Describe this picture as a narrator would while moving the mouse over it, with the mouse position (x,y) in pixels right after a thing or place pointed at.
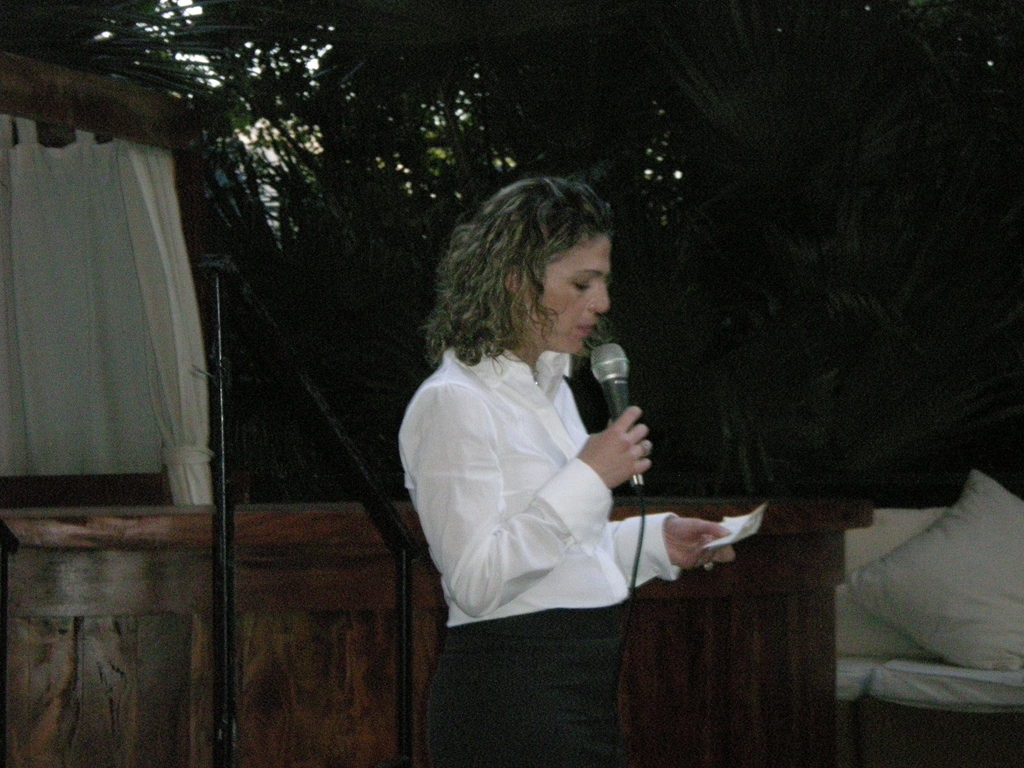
In this image, we can see a woman (546,617) standing and holding a microphone (613,362). We can see a wooden table (61,725) on the left side (51,694). On the right side (951,579), we can see a white pillow (945,611).
